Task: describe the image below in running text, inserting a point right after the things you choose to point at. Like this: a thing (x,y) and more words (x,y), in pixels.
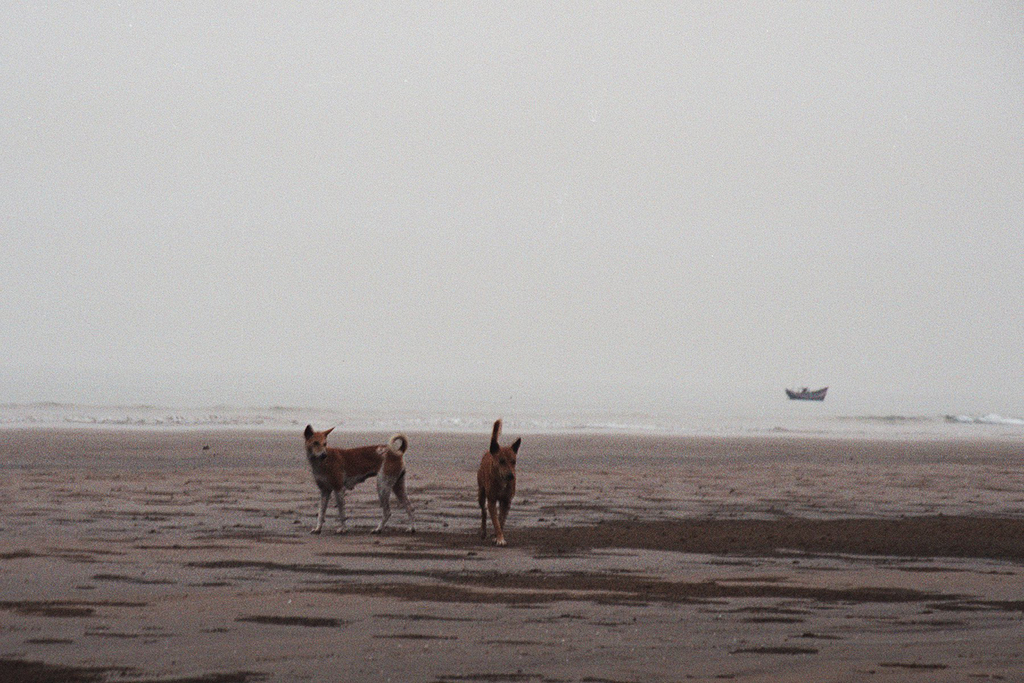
In this picture we can see there are two dogs (388,482) on the path (440,476) and behind the dogs (401,485) there is a boat (825,388) on the water (726,398).
